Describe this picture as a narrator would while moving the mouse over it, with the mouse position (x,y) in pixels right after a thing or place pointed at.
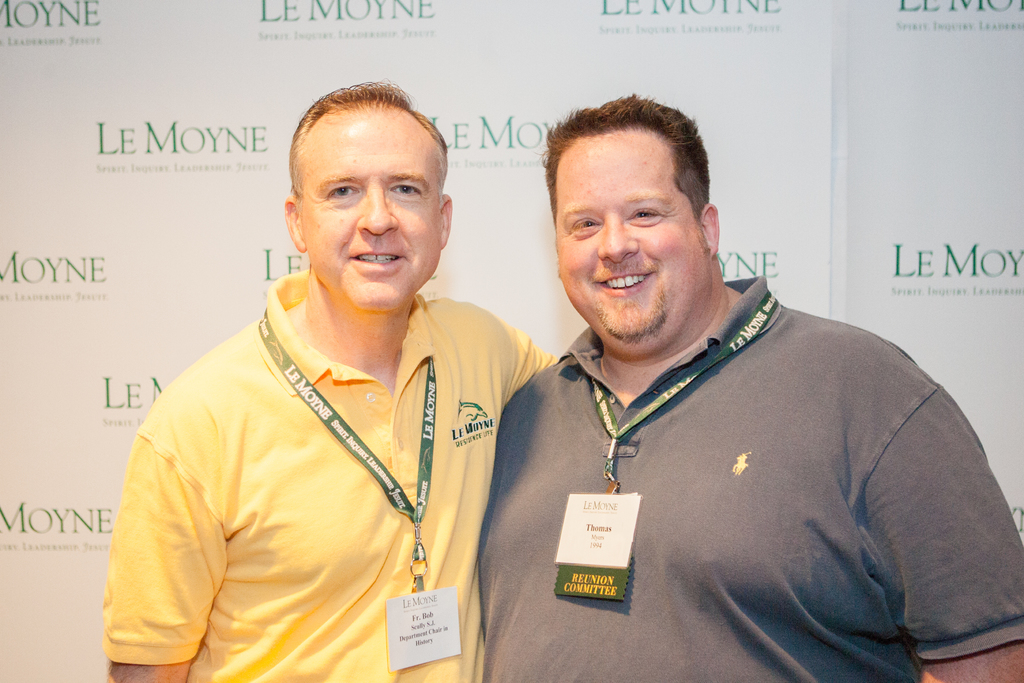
In this image we can see two people (422,525) standing. In the background (911,66) there is a board (481,252).
